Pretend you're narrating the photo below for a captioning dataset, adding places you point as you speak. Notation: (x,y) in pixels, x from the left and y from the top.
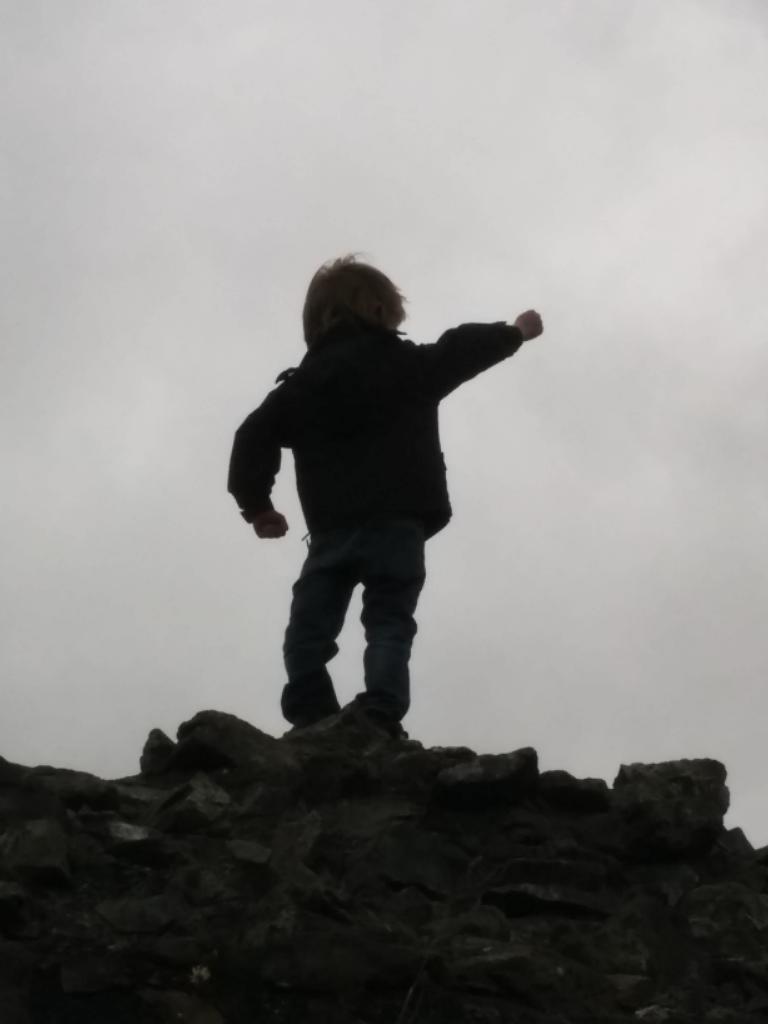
As we can see in the image there is a boy (394,578) standing over here and on the top (296,157) there is a sky (249,157).
